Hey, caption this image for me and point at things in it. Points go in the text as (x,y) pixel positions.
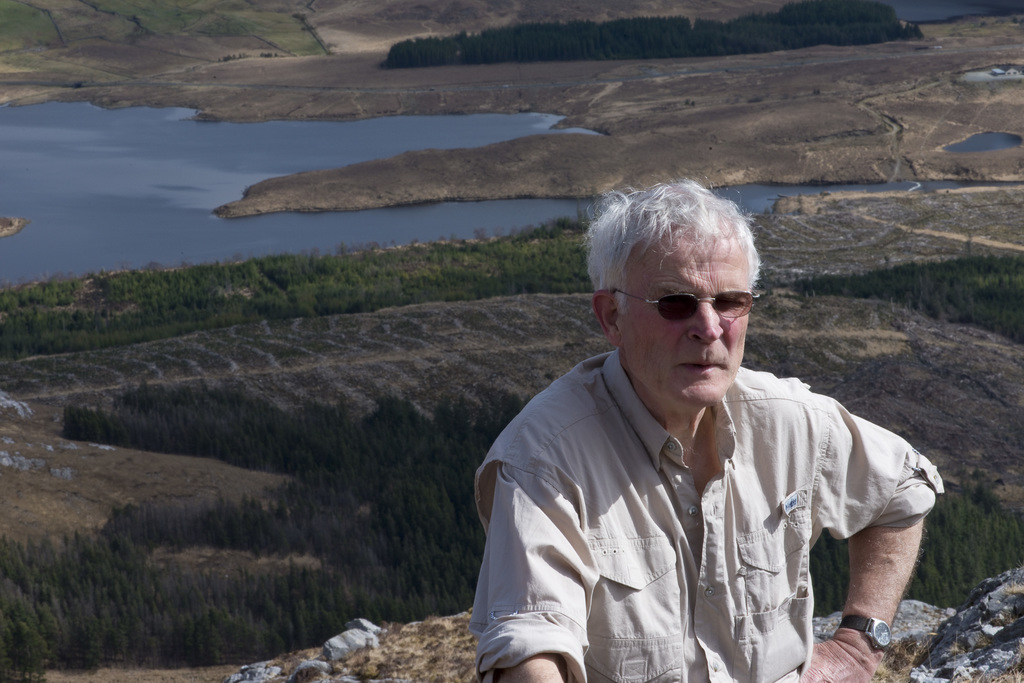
In this image I can see on the right side (745,545) there is a man (718,581), he is wearing a shirt (715,577), spectacles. At the back side (263,142) it looks like a pond (266,140) and there are trees (719,47).
